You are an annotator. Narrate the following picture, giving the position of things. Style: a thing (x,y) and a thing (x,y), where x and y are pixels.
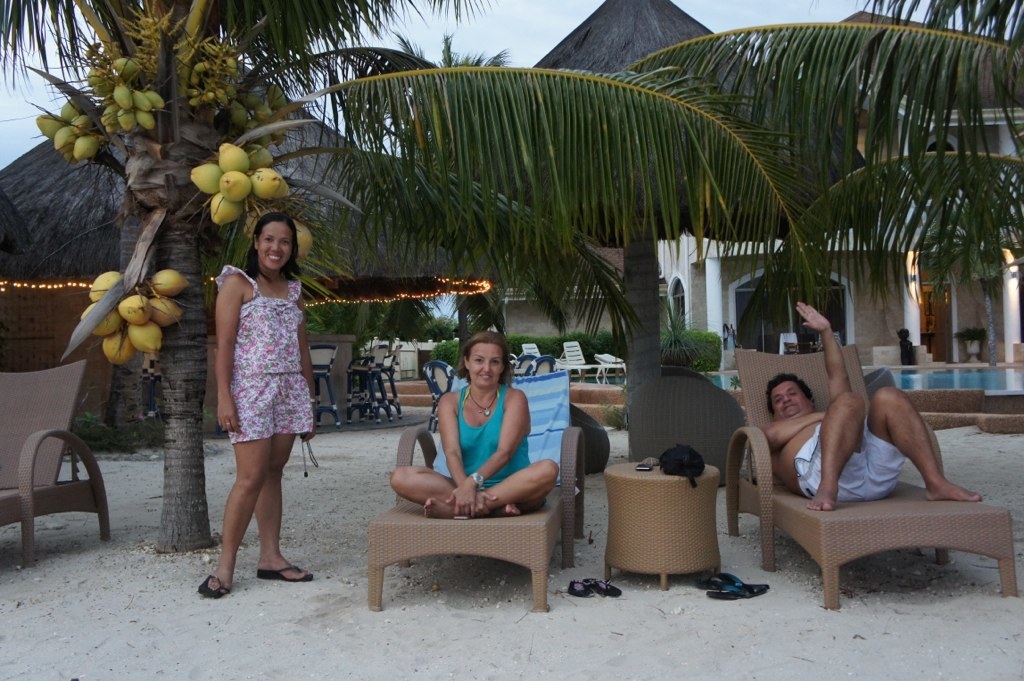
In this image I can see three people (515,494). One person (794,463) is lying one person (514,472) is sitting and one person (237,380) is standing. At the backside of one person (240,394) there is a coconut tree (174,161). In the background (738,289) there is a building (906,302), huts (592,53) and the sky (429,24).
